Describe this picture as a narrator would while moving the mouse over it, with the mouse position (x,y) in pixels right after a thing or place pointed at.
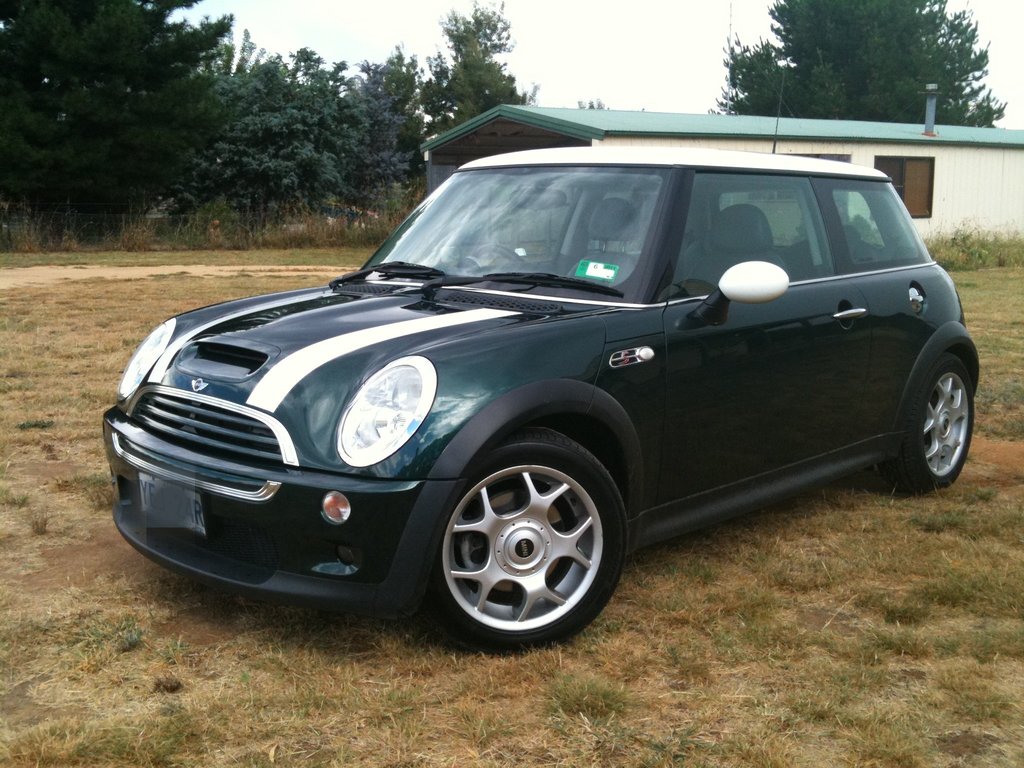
In the image we can see there is a car (710,487) parked on the ground (634,682) and the ground (565,664) is covered with grass (842,604). Behind there is a building (623,142) and there are trees (394,73). The sky (435,45) is clear.
